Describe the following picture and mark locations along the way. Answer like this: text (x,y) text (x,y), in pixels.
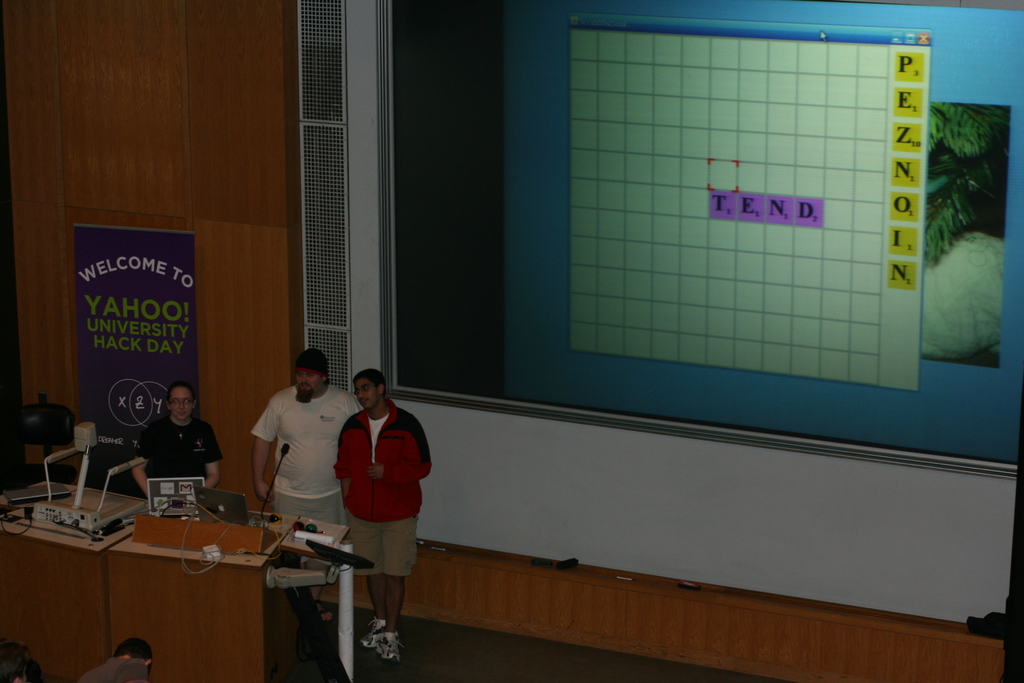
in this picture we can see persons (295,495) standing here in front of microphone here we can also see the banner (164,331) with the words (114,318) we can also see the table (138,561) with different equipments (180,491).
